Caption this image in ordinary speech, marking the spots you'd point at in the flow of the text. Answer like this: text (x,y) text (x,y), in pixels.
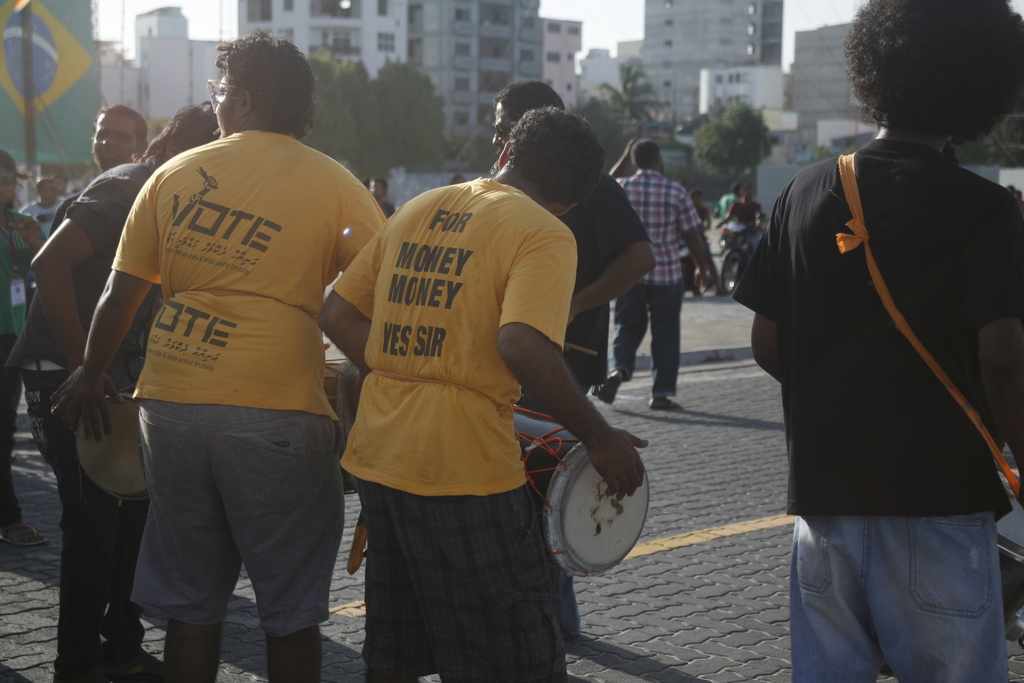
In the middle of the image (609,249) few people (905,81) are standing and holding some musical instruments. Behind them few people (14,192) are walking and riding motorcycles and there are some trees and buildings (775,104).
